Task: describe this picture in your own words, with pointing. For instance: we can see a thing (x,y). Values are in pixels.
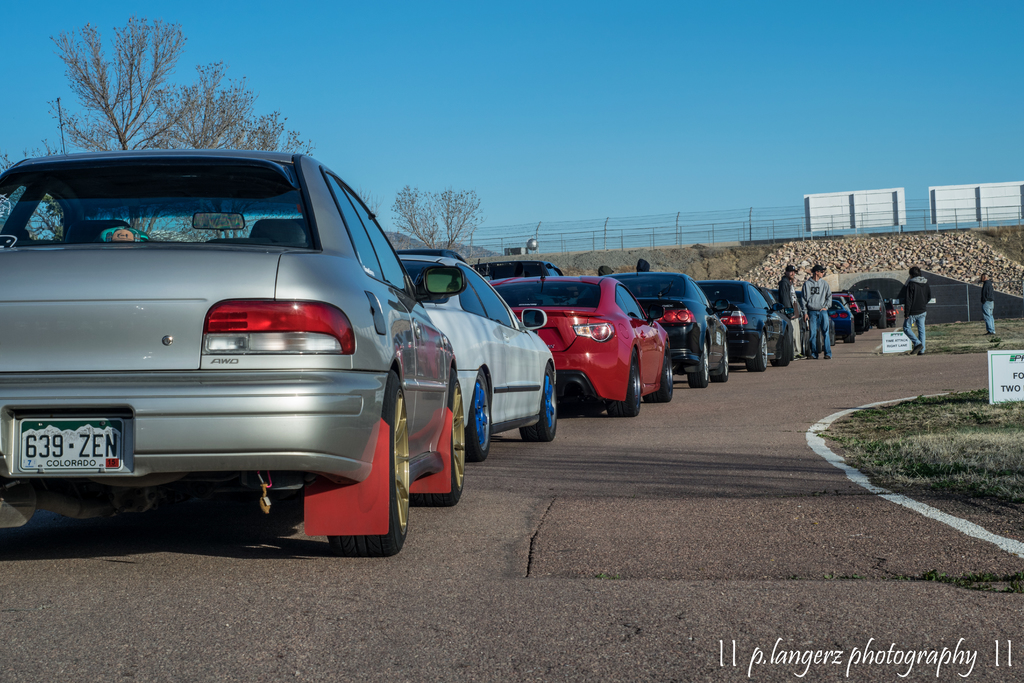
In this image there are some cars (511,332) in middle of this image (509,315) and there are some persons (811,300) standing at right side of this image (941,298) and there is a bridge (845,245) behind to these persons (782,280) and there are some trees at left side of this image (302,147) and there is a sky (583,144) at top of this image (612,113) and there is a road (614,521) at bottom of this image (541,566).
